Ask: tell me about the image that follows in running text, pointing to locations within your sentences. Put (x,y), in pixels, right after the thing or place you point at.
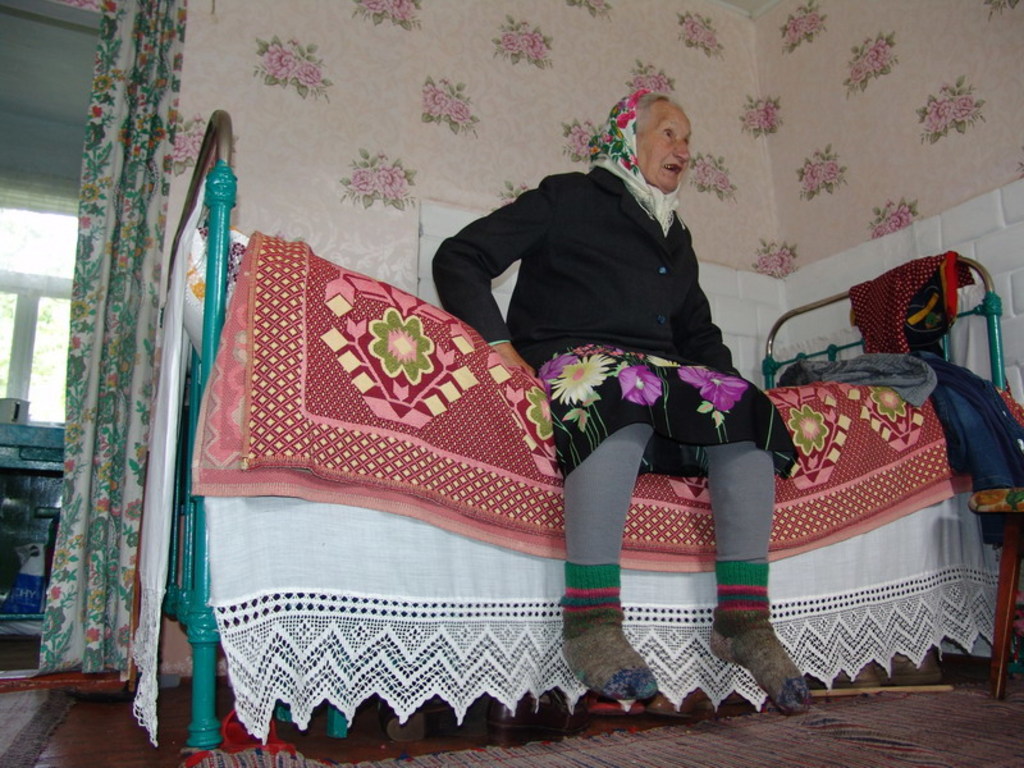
In this image I can see an old lady (616,322) sitting on the bed (511,500). In the background (544,87), I can see the wall (512,94).
